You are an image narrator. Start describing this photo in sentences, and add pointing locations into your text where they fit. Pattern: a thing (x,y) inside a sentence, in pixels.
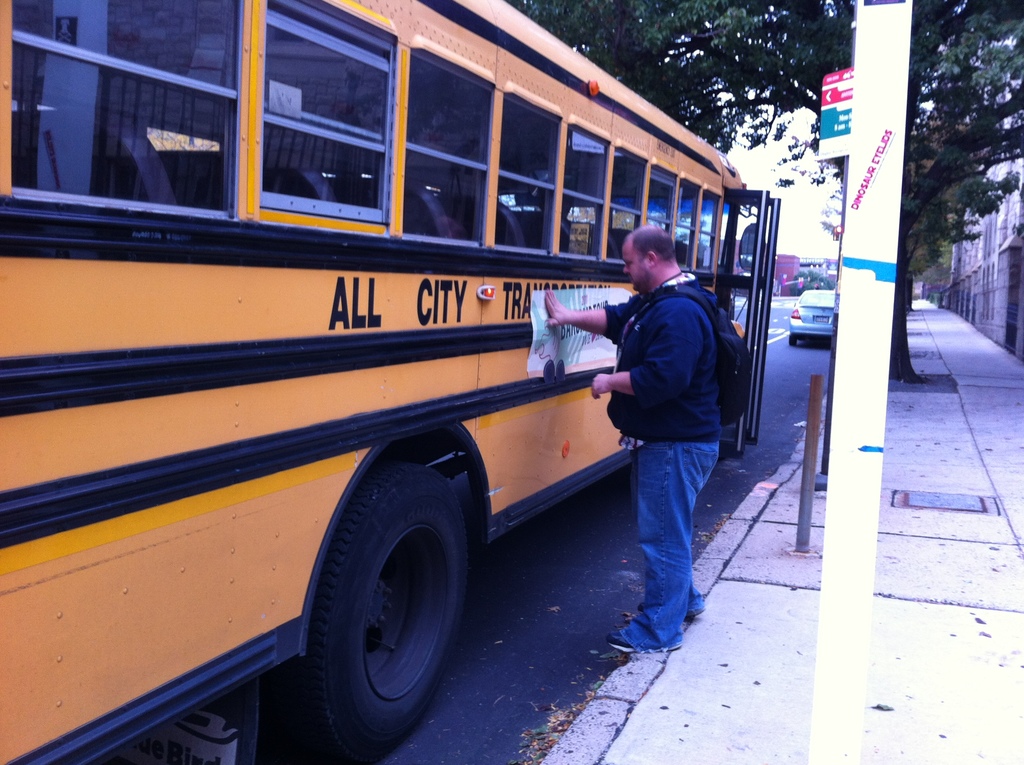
In this image we can see a bus (516,373) and a car (813,317) parked on the ground (757,488). In the center of the image (678,298) we can see a person (696,320) wearing bag (725,334) is touching a poster (598,340) with his hand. On the right side of the image (711,73) we can see some poles (848,338), trees (910,270) and buildings (818,270). In the background (783,178), we can see the sky (783,175).
